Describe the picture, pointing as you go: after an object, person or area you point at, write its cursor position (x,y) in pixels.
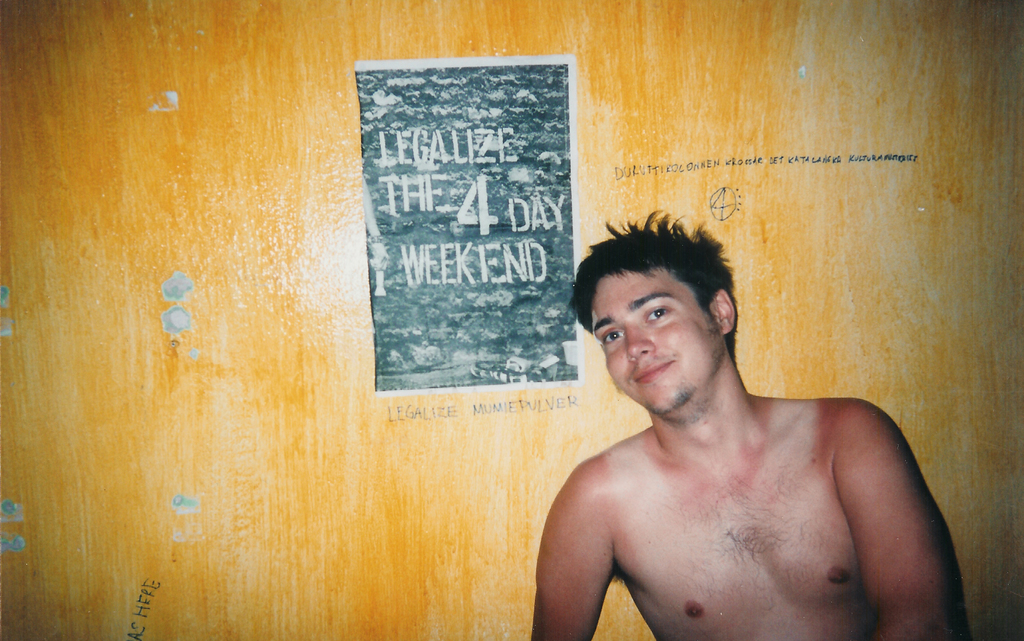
In this image there is a person (750,538), in the background (806,99) there is a wall (840,277), on that wall (785,167) there is some text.
